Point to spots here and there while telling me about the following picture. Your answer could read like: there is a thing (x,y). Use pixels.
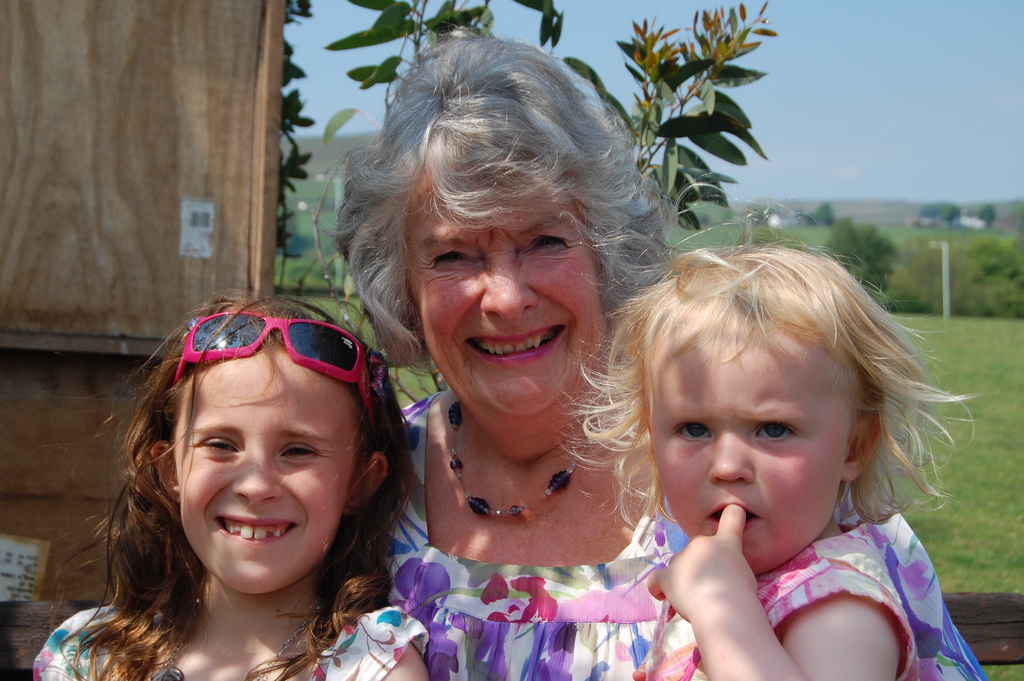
In this picture I can see a woman (483,489) and couple of girls (384,489) and I can see smile on two faces (458,381) and I can see trees (692,55) and grass (965,474) on the ground (978,490) and I can see a blue sky (838,97) looks like a wooden wall (178,220) in the back (122,52).
